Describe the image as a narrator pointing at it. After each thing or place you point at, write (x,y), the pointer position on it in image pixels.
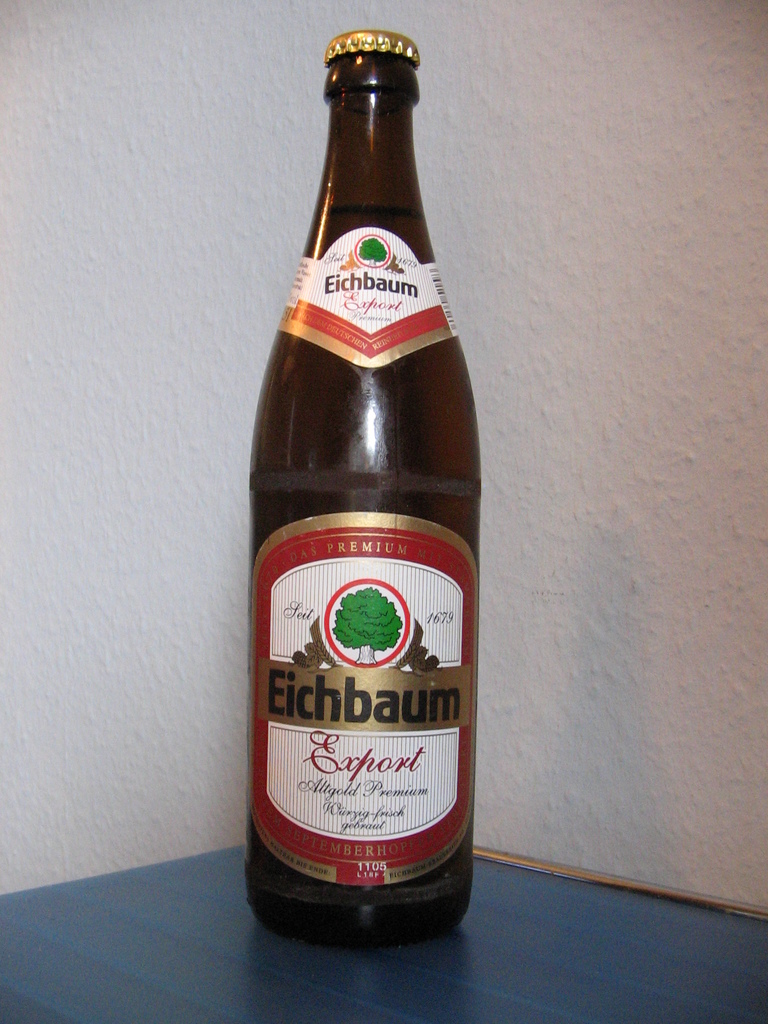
In this image we can see a bottle (443,810) with label (369,604) on it placed on the blue table (380,976). In the background (610,490) we can see white wall (619,573).
